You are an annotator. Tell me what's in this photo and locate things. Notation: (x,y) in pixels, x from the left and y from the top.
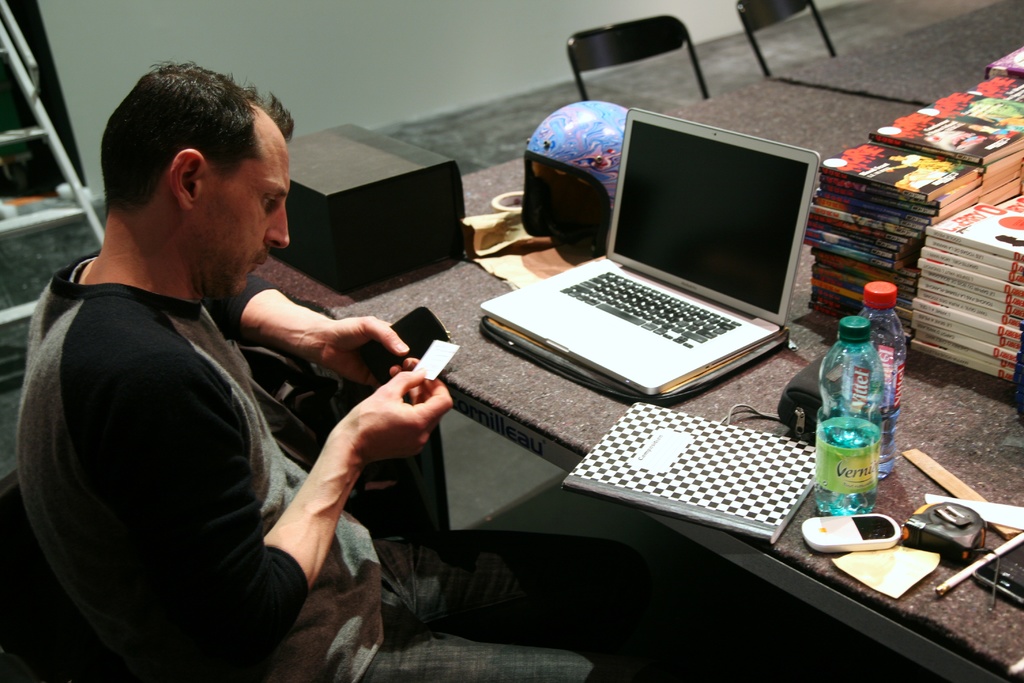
On the left hand side (228,298), there is a man (241,421) in gray color t-shirt (229,363), sitting and looking at the card (423,353). In front of him, there is a laptop (756,254), bottles (848,422), book (812,458), mobile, helmet (608,141), books (995,80), box (317,212), and some other items (939,502) on the table (825,126). beside the table (804,130), there are chairs (609,62), wall (510,42), floor (460,133), ladder (46,122), and some other objects (20,123).
